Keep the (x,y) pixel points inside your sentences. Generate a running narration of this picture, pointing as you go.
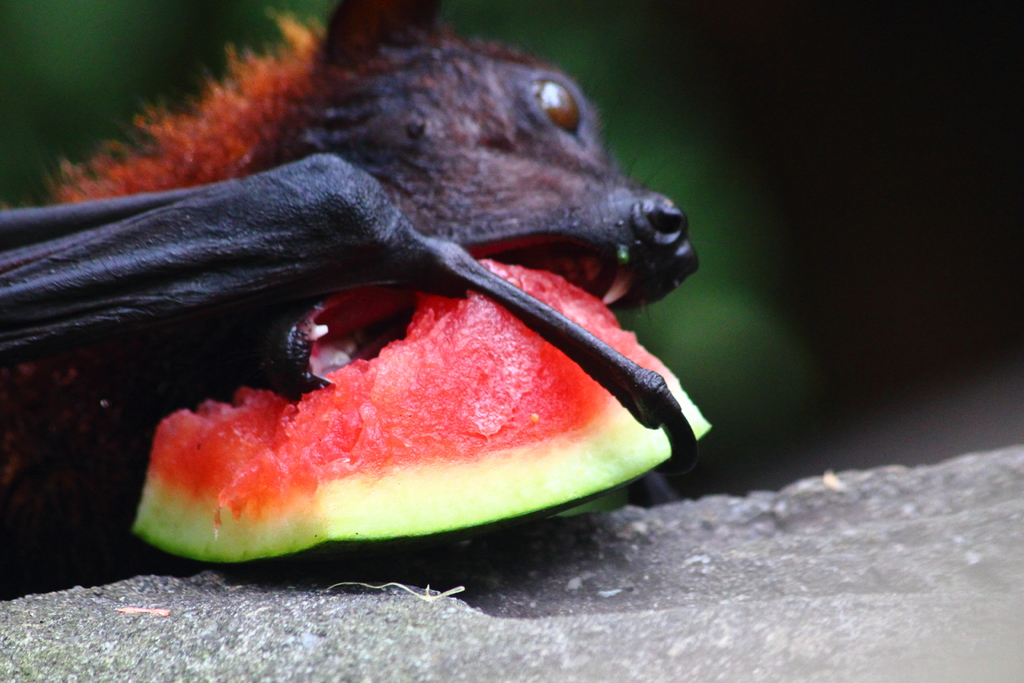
As we can see in the image is a black color animal (350,147) and watermelon (342,441). The background (819,60) is blurred.
